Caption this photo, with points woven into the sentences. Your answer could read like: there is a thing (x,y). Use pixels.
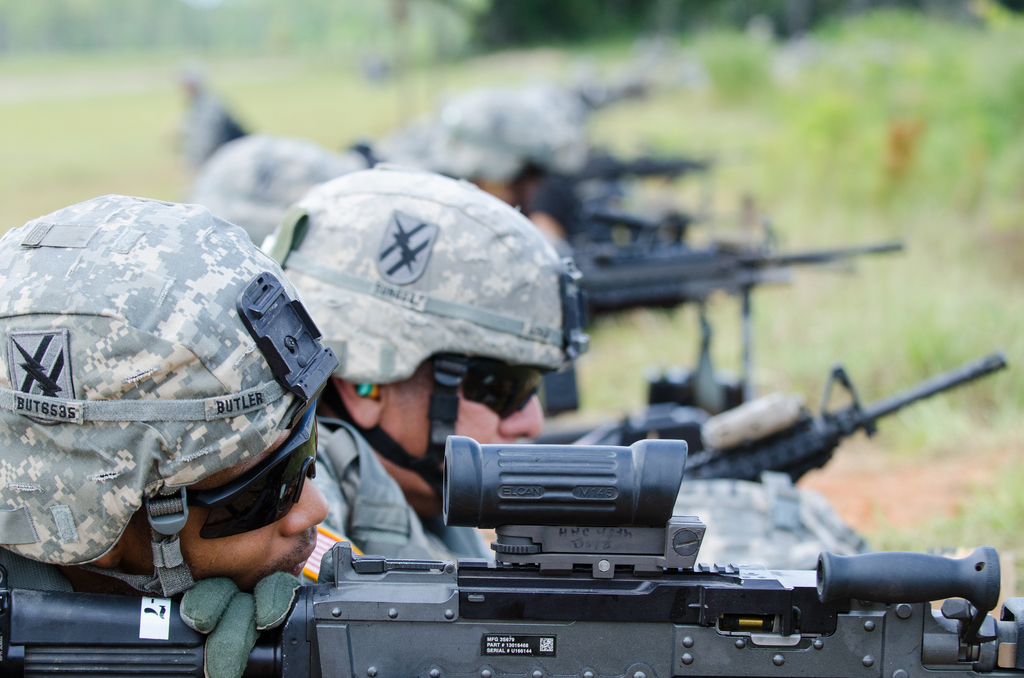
On the left side of the image (98,590) we can see some people (422,336) are wearing the uniforms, caps (50,355), glasses (527,406) and holding the guns (725,402). In the background of the image (239,53) we can see the plants (994,305) and trees (55,35).
